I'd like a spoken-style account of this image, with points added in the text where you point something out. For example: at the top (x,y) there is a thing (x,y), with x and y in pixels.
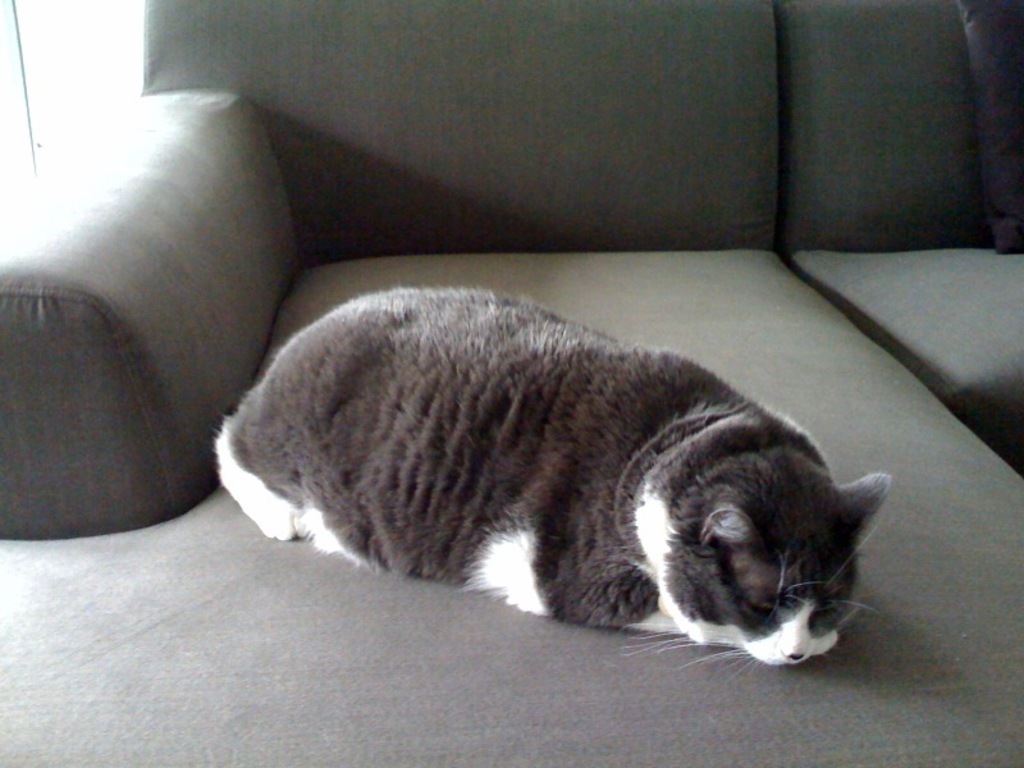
In the picture we can see a sofa (86,563) on it we can see a cat (774,618) is sleeping which is black and some part white in color.
